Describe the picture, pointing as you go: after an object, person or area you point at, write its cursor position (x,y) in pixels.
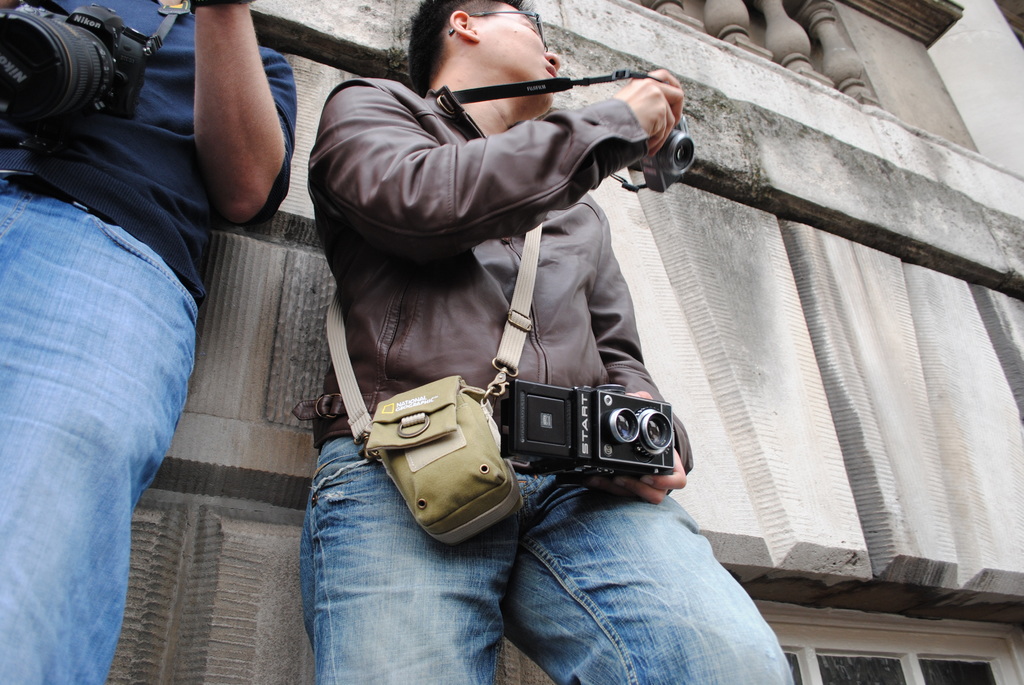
In this image on the left side (165,338) a man (127,344) stand near to wall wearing a blue color t-shirt (177,114) and holding a camera (70,73) on his neck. Beside the man (261,171) another man (345,192) standing near to the wall (323,285). And holding a camera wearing a spectacles (534,17) and wearing a bag (444,505), holding another camera (634,459) on his right hand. There is a window (932,671) on the right side of the image (954,671).
